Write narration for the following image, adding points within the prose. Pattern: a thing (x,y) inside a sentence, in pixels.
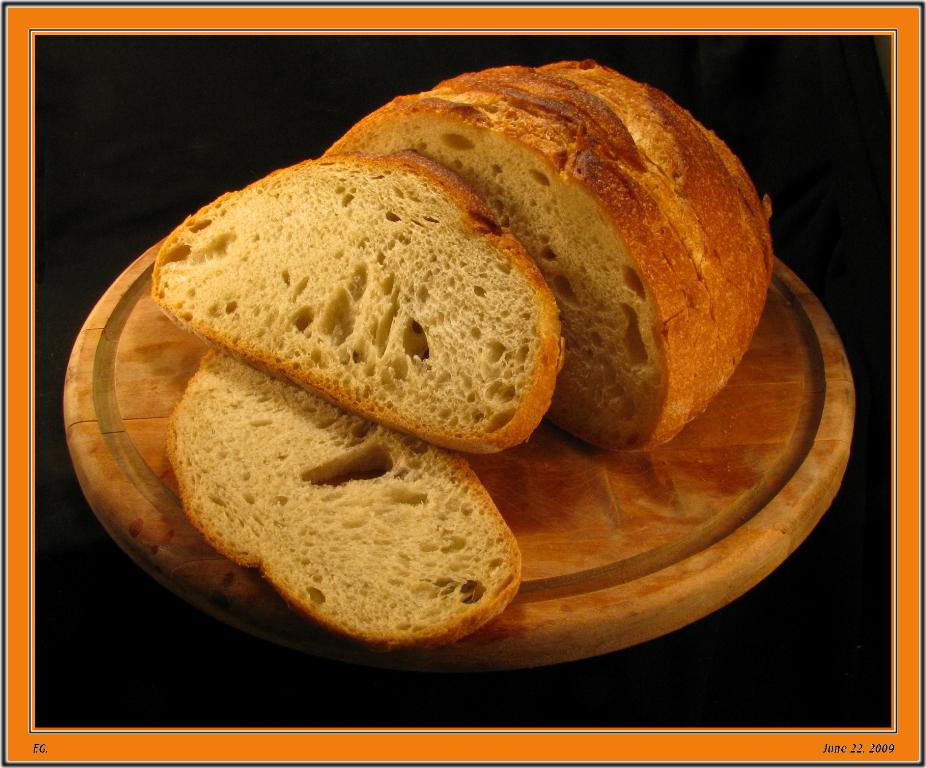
In this image there are slices of bread (439,354) placed on the wooden board (520,603).
